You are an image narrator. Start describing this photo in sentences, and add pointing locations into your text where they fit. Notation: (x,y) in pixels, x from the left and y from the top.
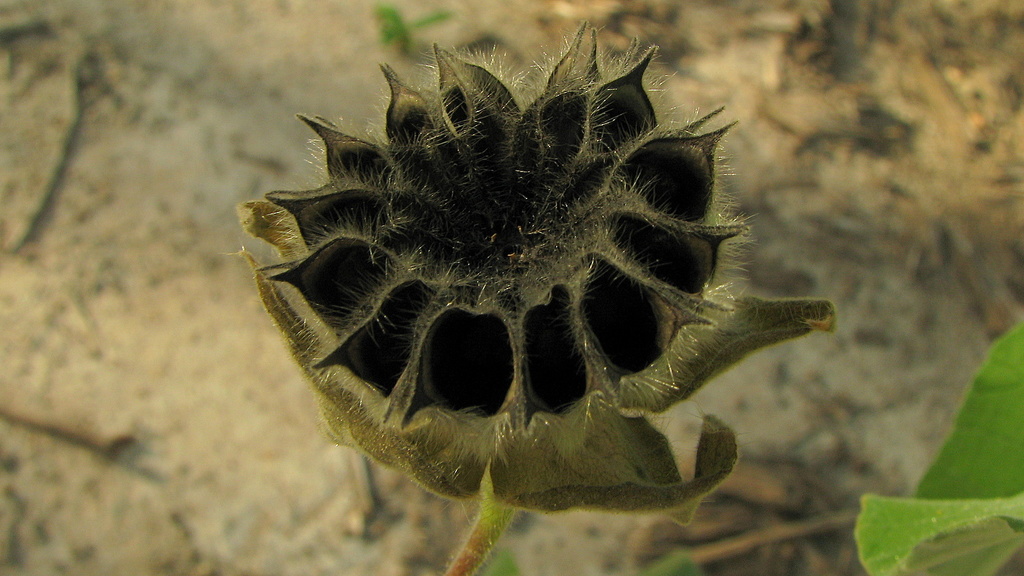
This image consists of a flower (504,397). There is a leaf (932,485) on the right side (929,503).
